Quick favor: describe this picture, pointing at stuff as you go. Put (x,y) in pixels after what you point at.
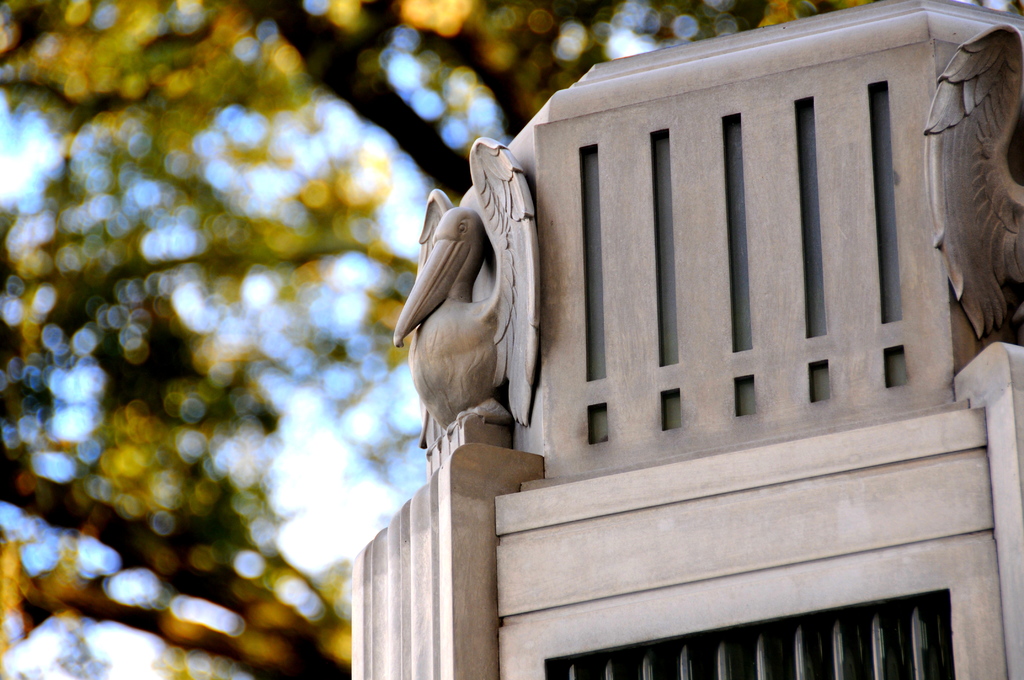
There is a stone object (694,440) on the right side of this image (736,443) and we can see trees (162,348) and sky (247,317) in the background (247,317).
